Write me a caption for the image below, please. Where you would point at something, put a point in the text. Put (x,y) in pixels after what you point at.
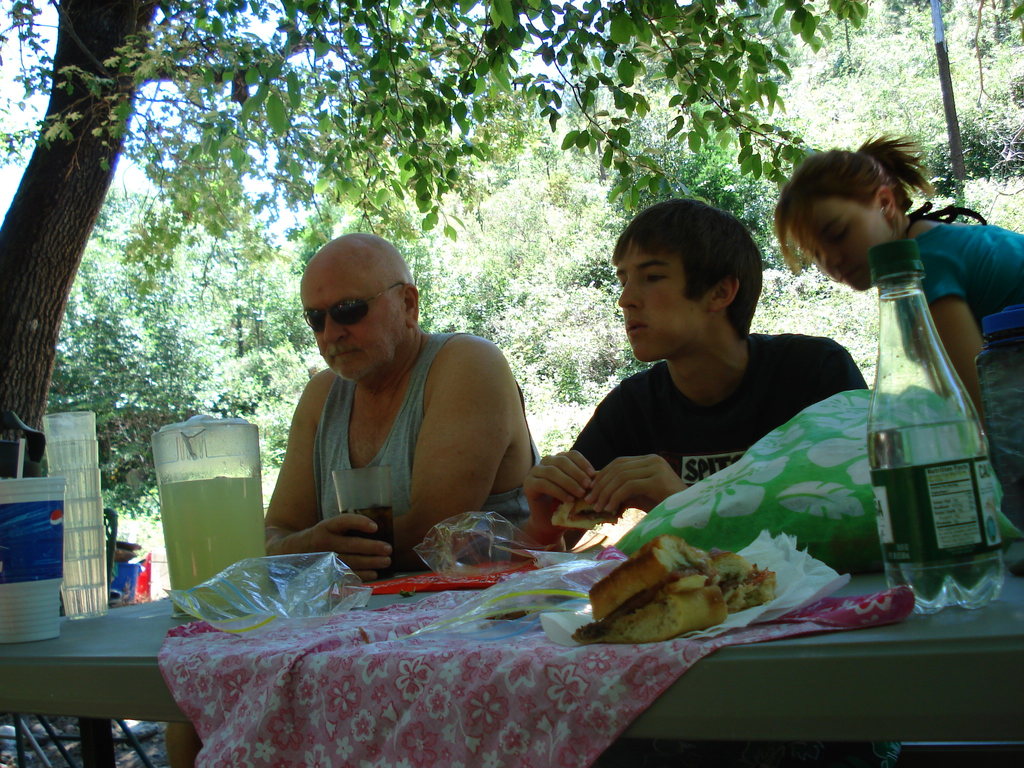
in this image i can see a table (100,647) and a cloth (496,680) over it. there are burgers (664,600) on it and a water bottle (916,461). there are three people (616,391) in this image sitting. the person (457,423) at the left (333,405) is holding a glass (372,509). behind him there are many trees (444,107).
